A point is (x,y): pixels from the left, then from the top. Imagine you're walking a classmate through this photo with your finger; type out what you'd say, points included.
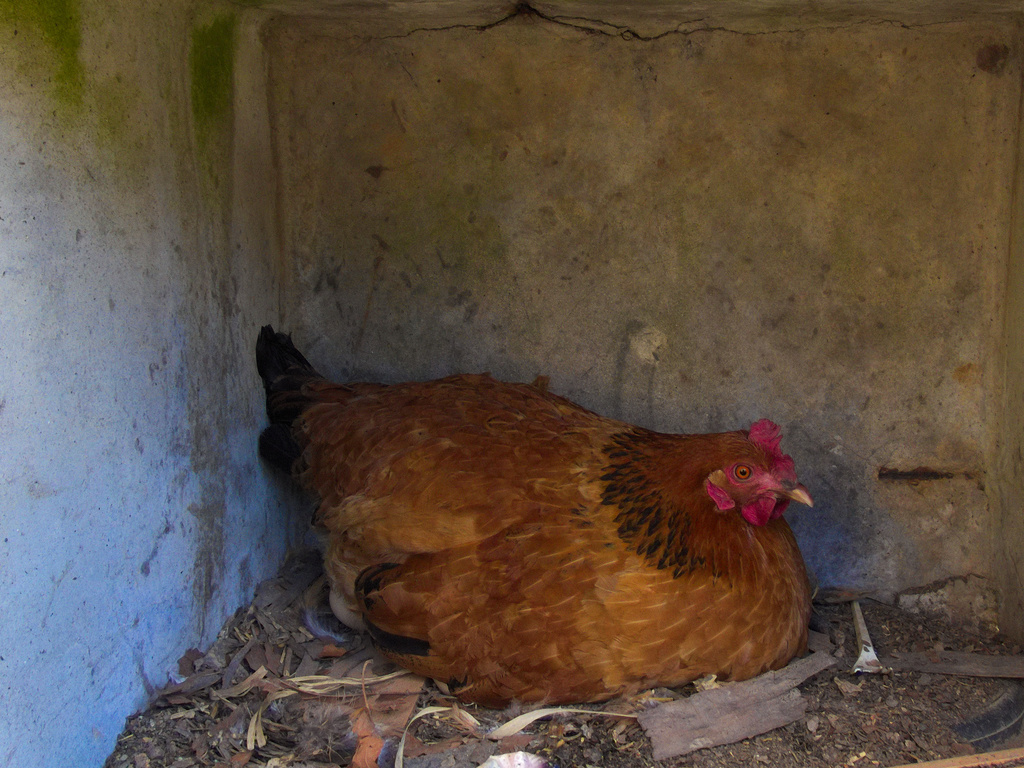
We can see hen (537,381) on the surface (364,704) and we can see wall (276,122).
